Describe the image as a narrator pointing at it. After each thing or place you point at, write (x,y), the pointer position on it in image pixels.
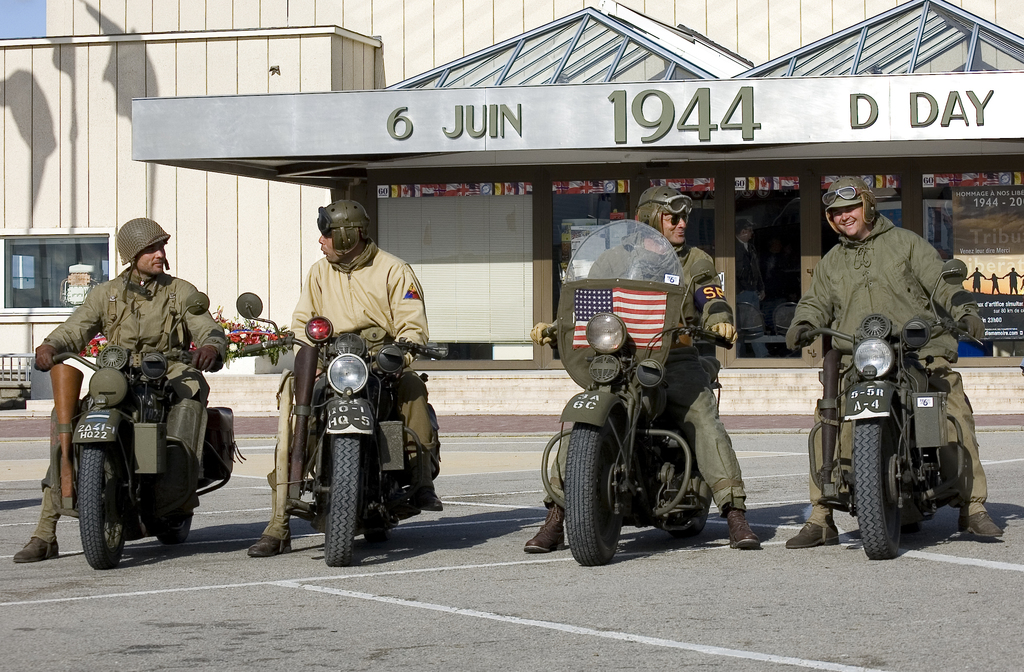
In this image I can see four men (679,223) are sitting on their bikes (878,321), I can also see smile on few faces (157,264). I can see all of them are wearing helmets (362,212) and jackets (313,295). In the background (760,111) I can see a building (681,156) and here I can see a flag (628,329).
